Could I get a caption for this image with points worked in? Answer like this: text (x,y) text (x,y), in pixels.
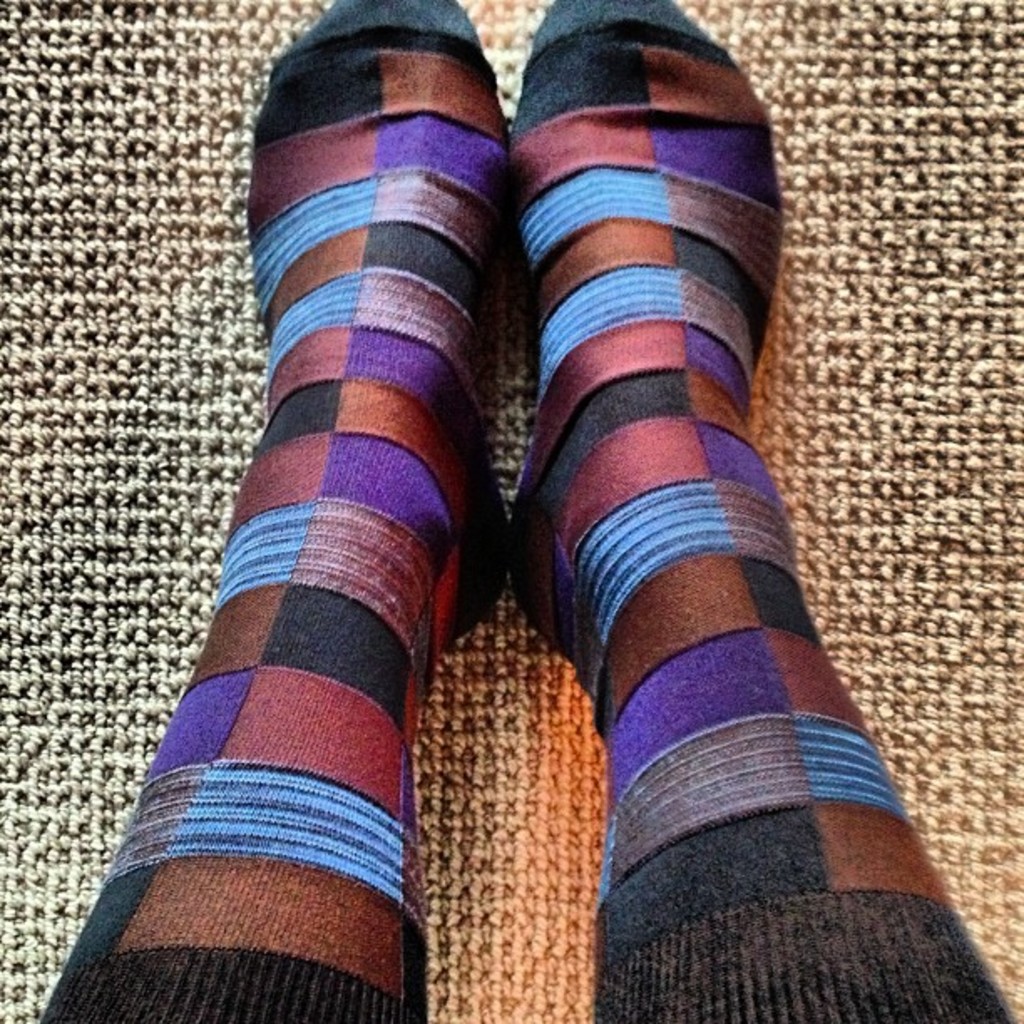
In this image we can see the legs (375,686) of a person (300,618) and a mat (199,639).
